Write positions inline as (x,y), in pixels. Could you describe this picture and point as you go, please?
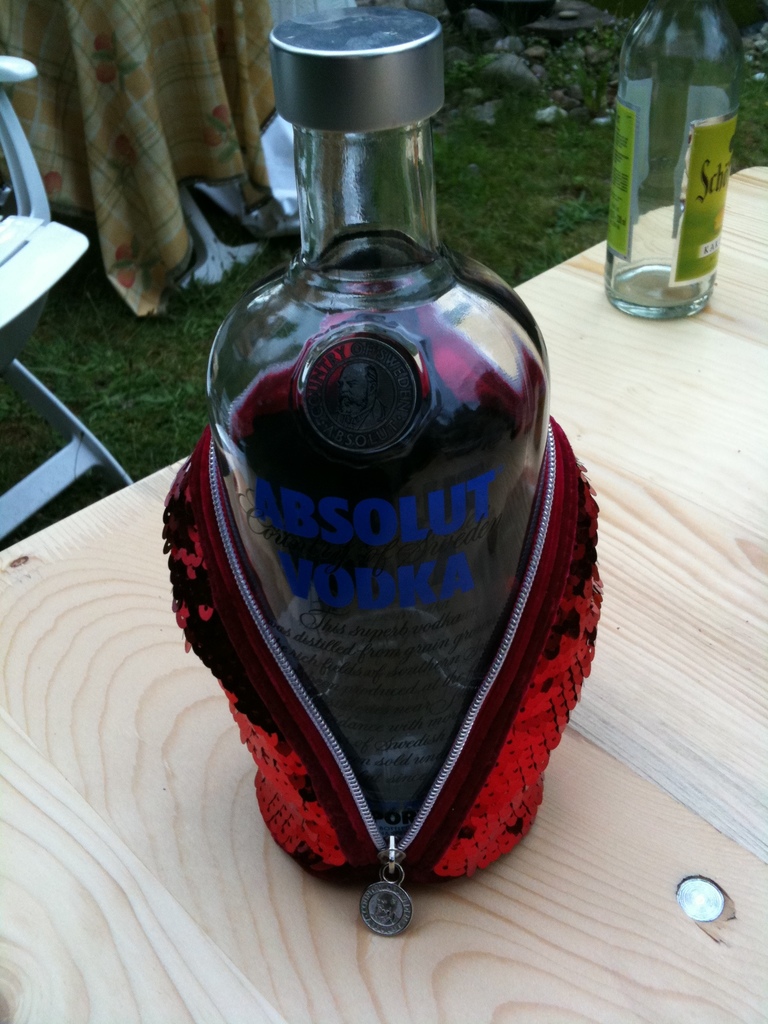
In this image i can see a glass bottle (464,403) with a steel capping (340,112) a zipped cover (335,800) and i can see a table (670,426) on which there is another glass bottle (705,188). In the background (595,175) i can see the grass (498,210), a chair (42,226), a cloth (47,152) and few rocks (492,70).
